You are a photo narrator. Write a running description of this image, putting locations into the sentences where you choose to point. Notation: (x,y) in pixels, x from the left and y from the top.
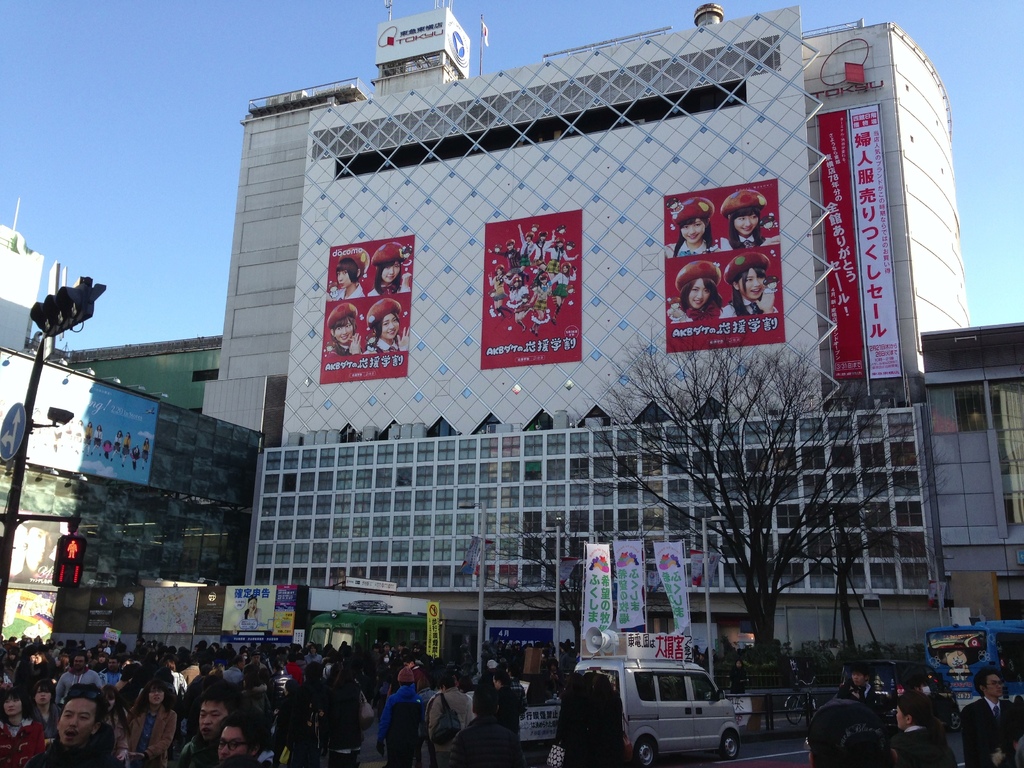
In the center of the image (456,298) there are buildings (33,496). On the left (72,322) there is a traffic light (53,324). At the bottom (314,719) we can see people (482,737) and vehicles (961,653). On the right (835,572) there are trees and we can see boards (705,247) placed on the building (624,254). In the background (113,106) there is sky (242,57).
